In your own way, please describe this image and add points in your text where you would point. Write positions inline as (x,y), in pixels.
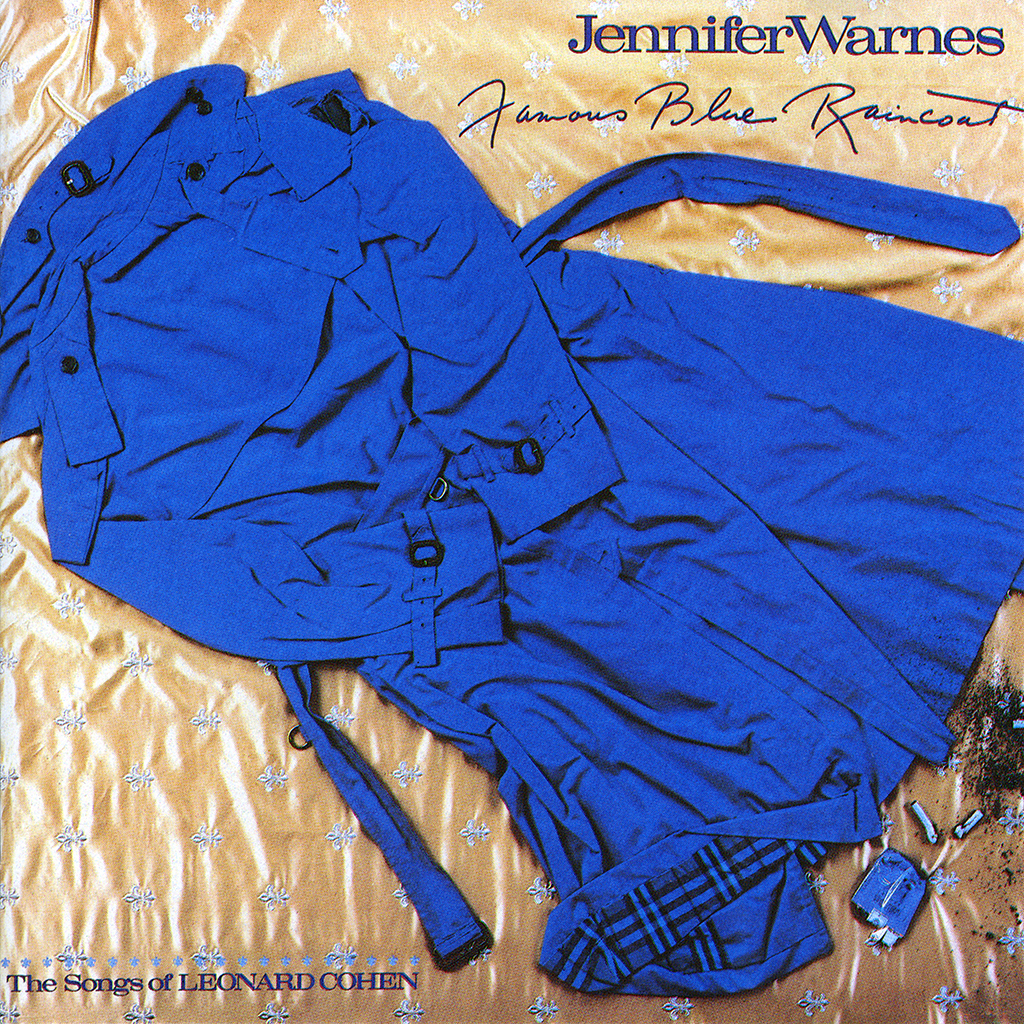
In this picture we can see a blue color dress (538,477), at the top right corner (725,41) we can find text (823,87).
